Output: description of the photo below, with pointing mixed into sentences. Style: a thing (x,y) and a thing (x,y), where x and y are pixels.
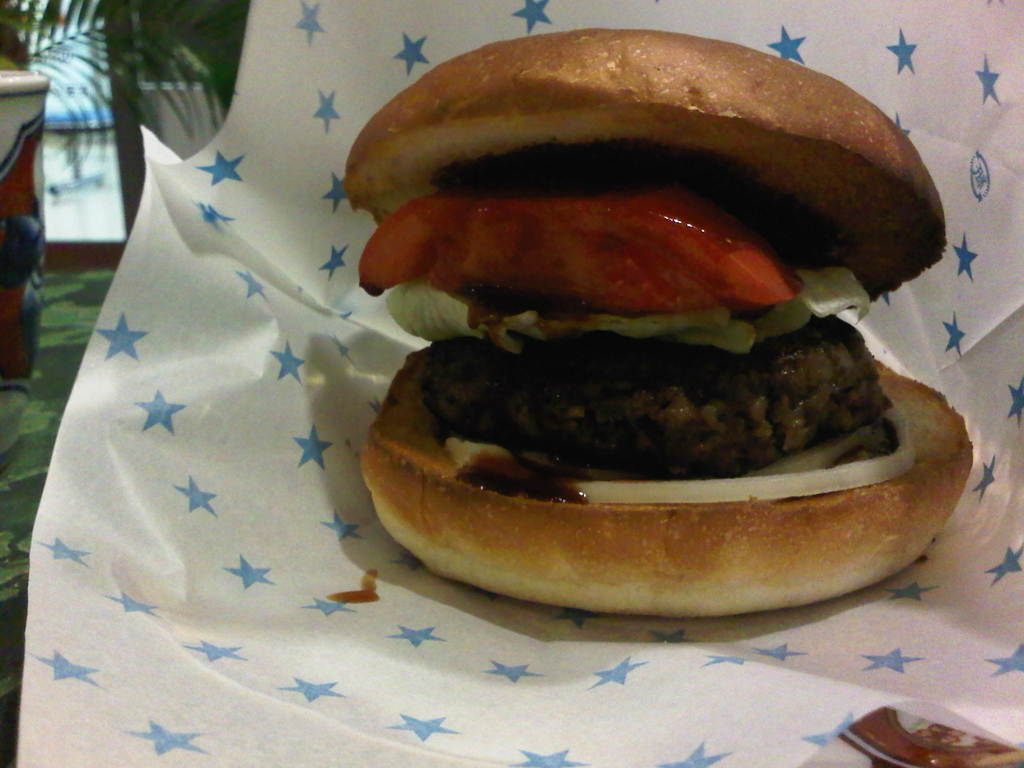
In this picture we can see a burger (765,160) on a white paper (328,352). There are a few images of stars (184,738) visible on this white paper (211,400). We can see a cup (41,72) on a green surface (23,509) on the left side (12,415). There is a plant (172,15) and some objects (51,100) visible in the background (88,166).
